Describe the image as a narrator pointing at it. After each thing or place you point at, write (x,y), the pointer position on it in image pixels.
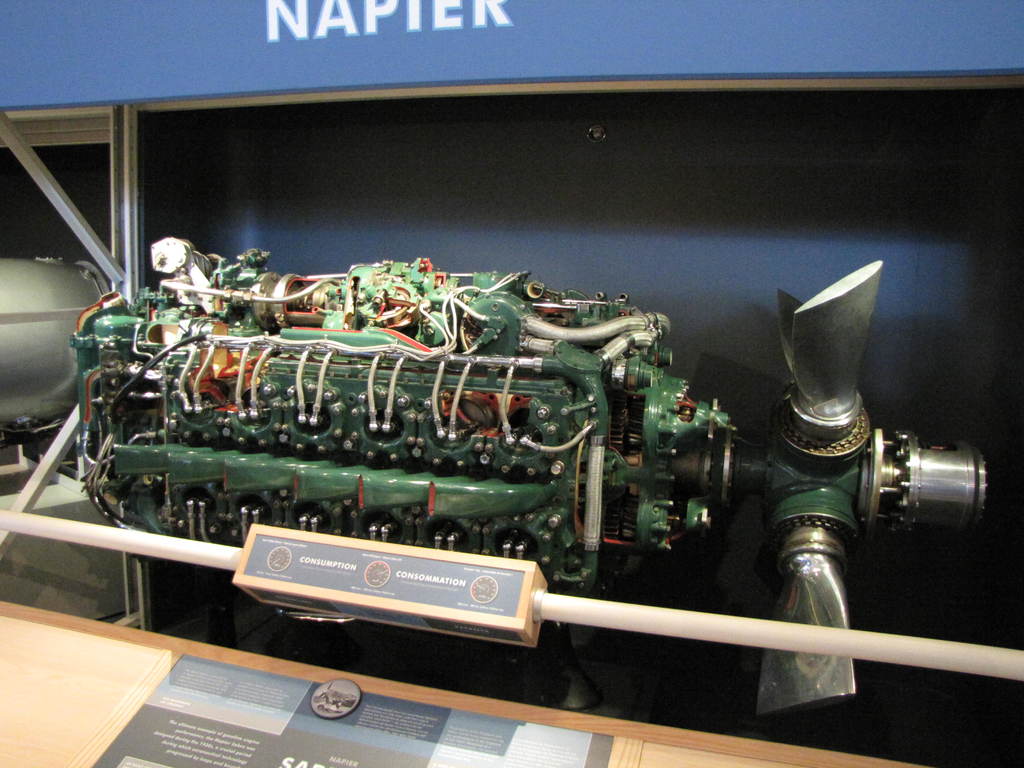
This is a zoomed in picture. In the foreground (126,754) we can see a paper (172,715) on which the text (225,740) is printed. In the center (633,316) there is a green color machine (100,368) with some metal rods (504,410) and some other objects (877,445). In the background (573,59) we can see a blue color object (414,76) and the text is printed on that.
